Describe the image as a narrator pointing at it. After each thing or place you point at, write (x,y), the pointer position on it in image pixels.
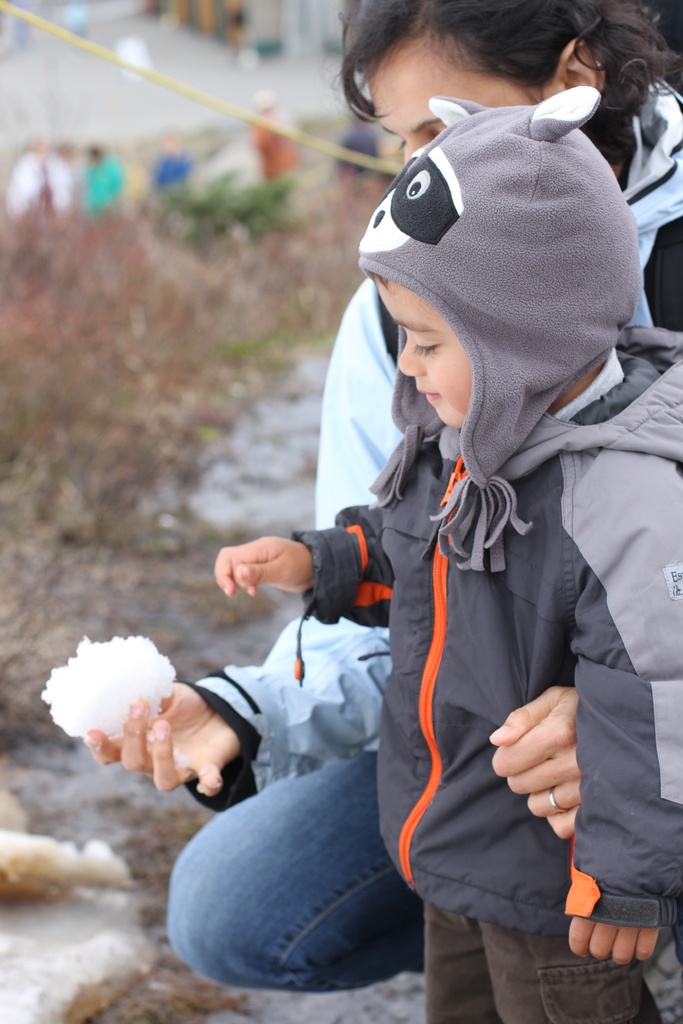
In this picture, we can see a few people (515,116), among them only two are highlighted, and we can see a person (133,714) holding an object (109,645), we can see the ground (86,754) and the blurred background (81,457).
